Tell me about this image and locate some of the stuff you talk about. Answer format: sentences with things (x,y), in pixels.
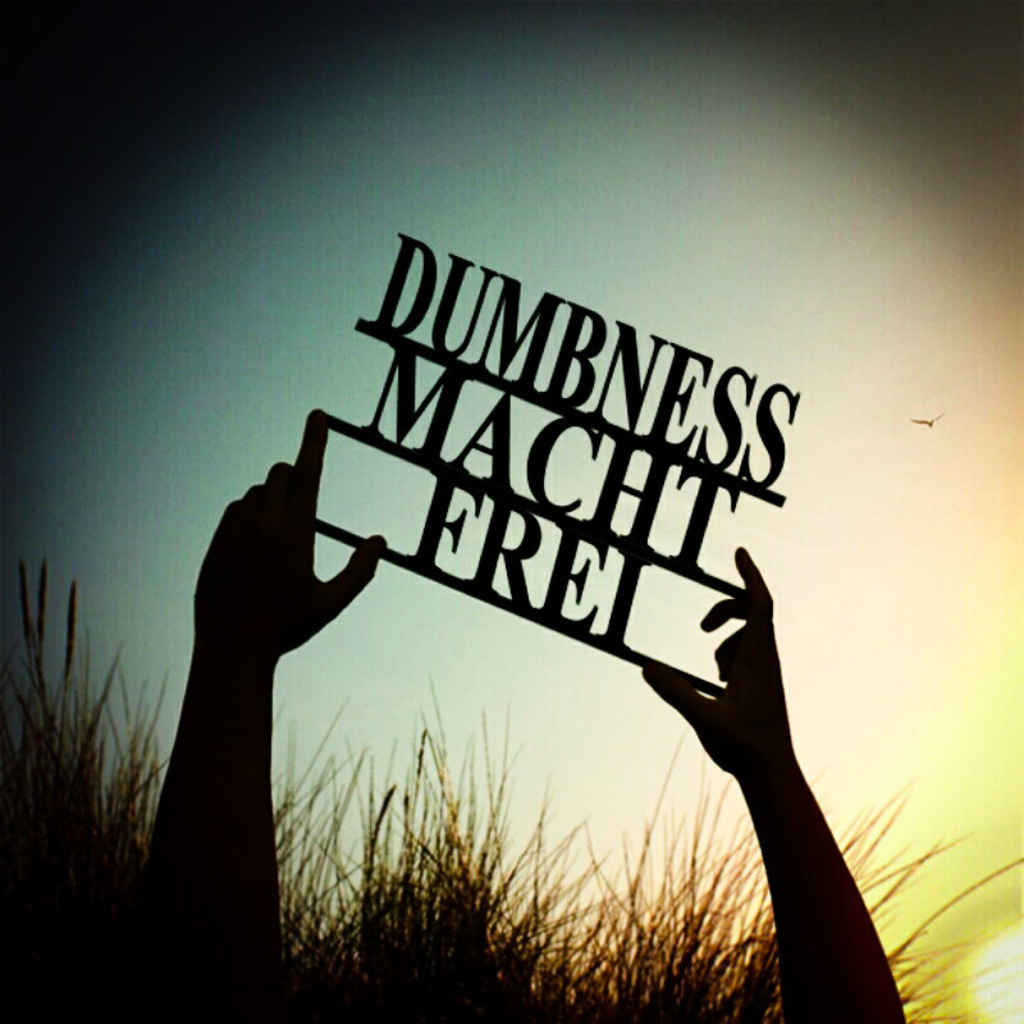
In this image, we can see there is a person (230,563) holding an object (548,607) with both hands (790,766). This object (559,599) is having letters (553,583). In the background (545,965), there is grass (746,954) on the ground (652,912), there is a light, there is a bird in the air (921,445) and there is sky (529,187).
